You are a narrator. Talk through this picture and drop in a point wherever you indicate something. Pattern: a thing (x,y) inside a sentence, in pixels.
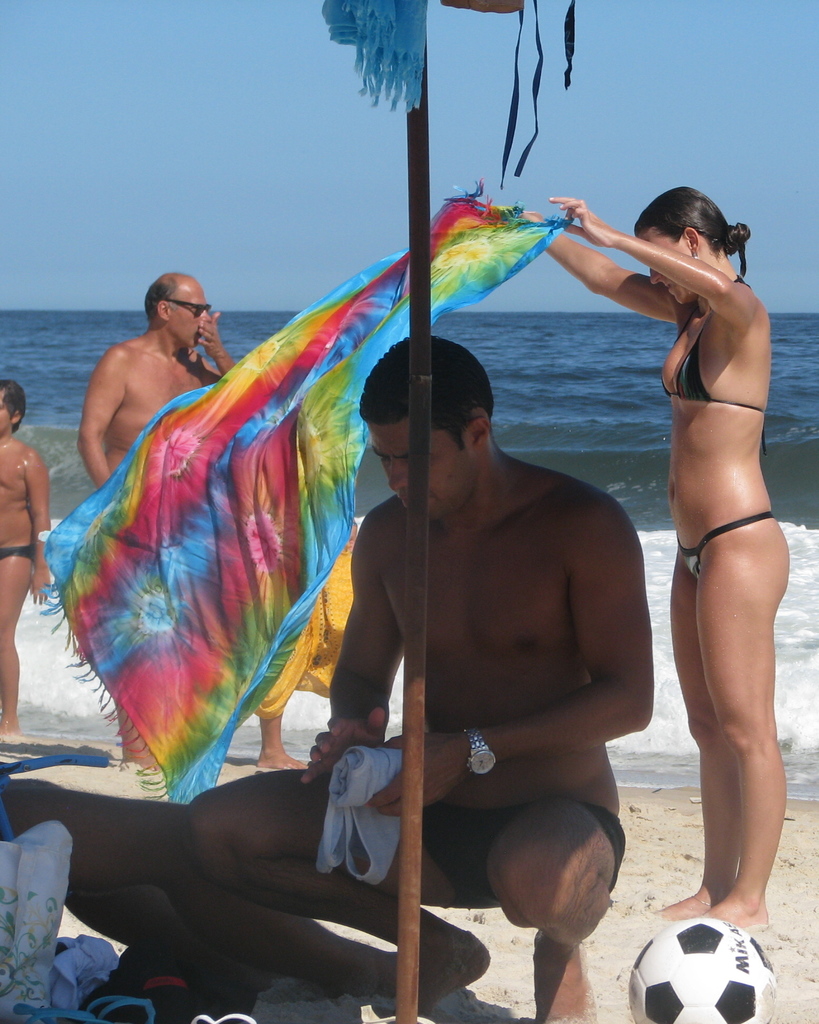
In this image I see a woman (685,296) who is holding a cloth (446,232) which is colorful and I see 2 men (202,305) and a boy (14,526) over here and I see the sand (621,909) and I see the ball (701,979) over here which is of white and black in color. In the background (88,244) I see the water (770,475) and the sky (668,66) and I see the rod (423,188) over here.
